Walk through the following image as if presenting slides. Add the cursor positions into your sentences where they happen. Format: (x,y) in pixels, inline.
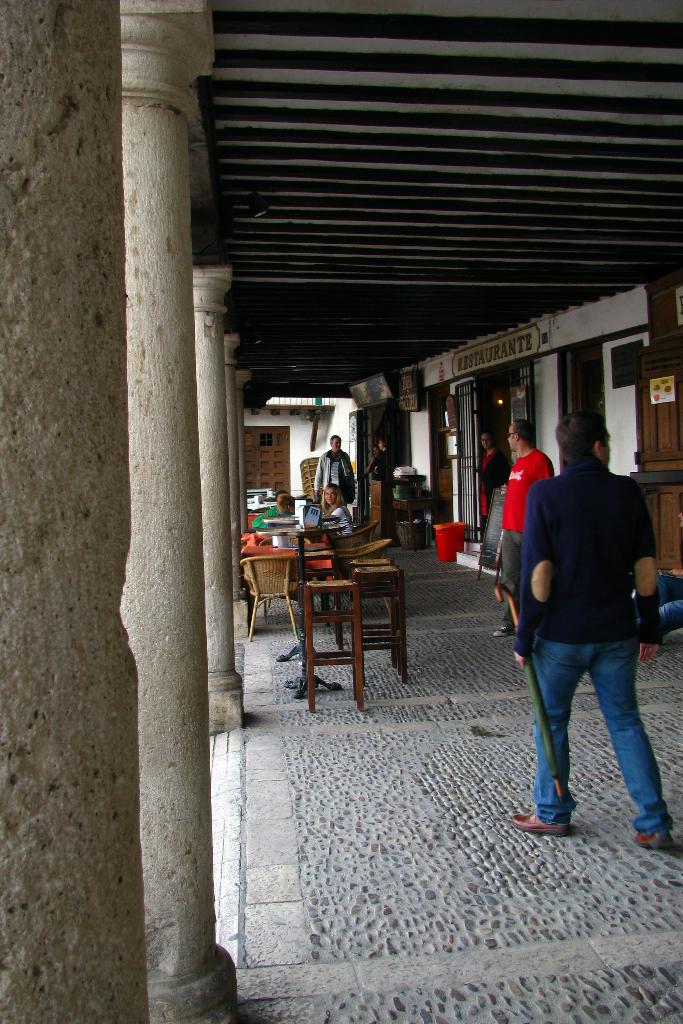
In the center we can see few persons (625,667) were standing. And one woman (328,520) sitting on the chair (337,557). In front (319,522) there is a table (281,533), on table (281,533) we can see few objects (281,522). In the background (283,482) there is a wall (615,416), door (675,425), window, dust bin (438,530) and pillar (234,450).
